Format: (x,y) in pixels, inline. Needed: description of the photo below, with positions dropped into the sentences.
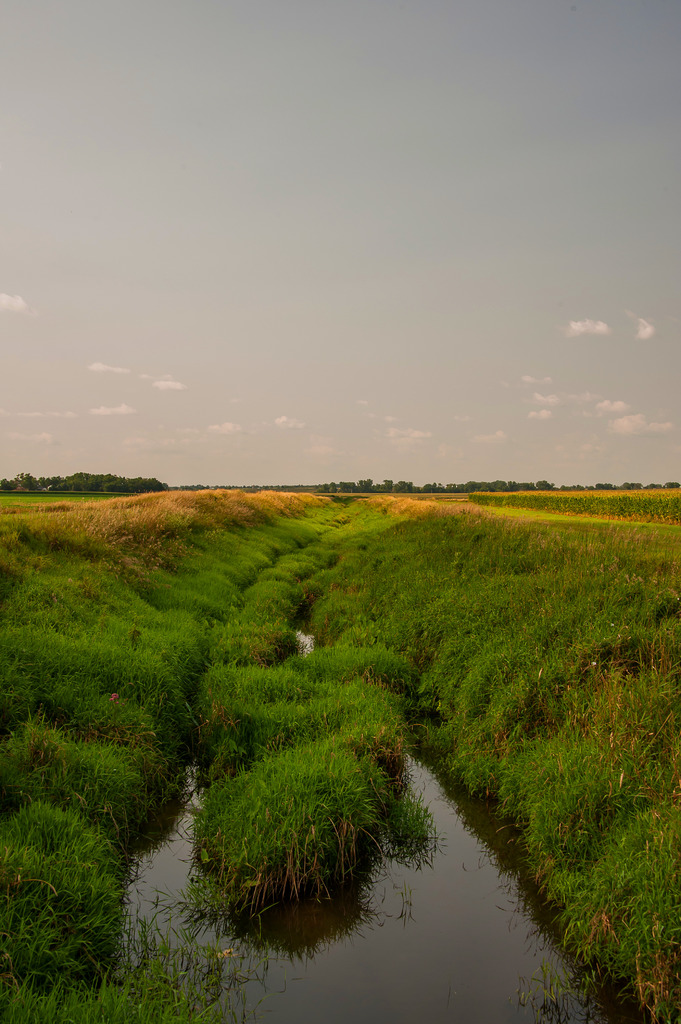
In this image I can see an open grass ground (333,548) and on the bottom side of this image (240,1018) I can see water (153,848). In the background (354,466) I can see number of trees (29,482), clouds (664,425) and the sky (283,113).
